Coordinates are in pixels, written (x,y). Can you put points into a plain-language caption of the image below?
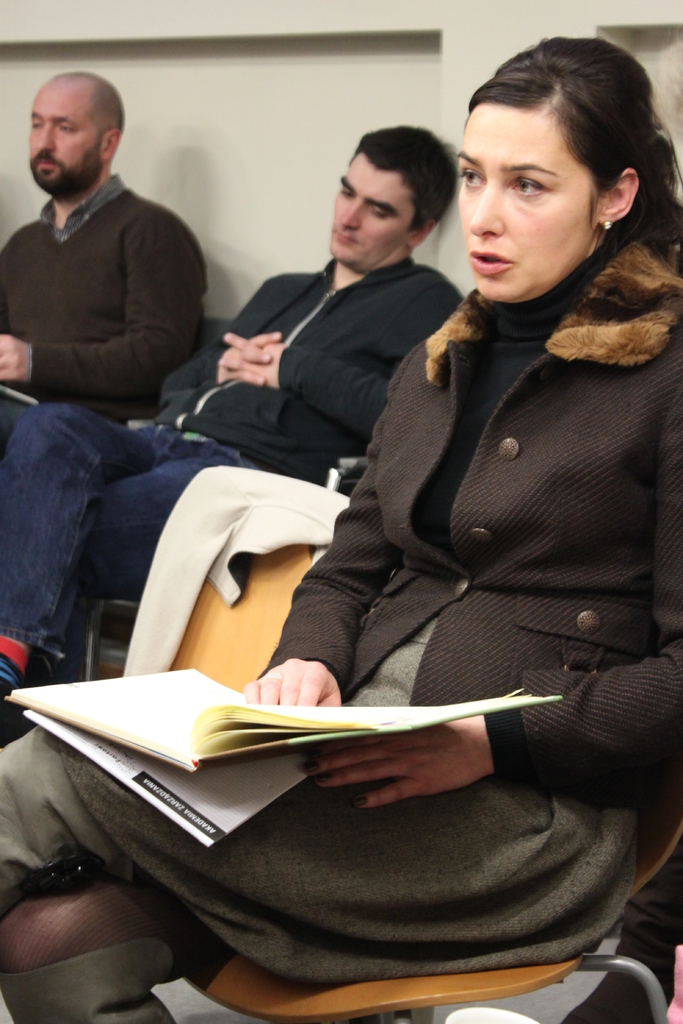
In this picture there is a woman (524,288) seated in a chair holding a book (219,735) in her hand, she is wearing a brown jacket (465,523). On the left (139,253) there are two men (164,336) seated. In the background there is a wall (218,302).
